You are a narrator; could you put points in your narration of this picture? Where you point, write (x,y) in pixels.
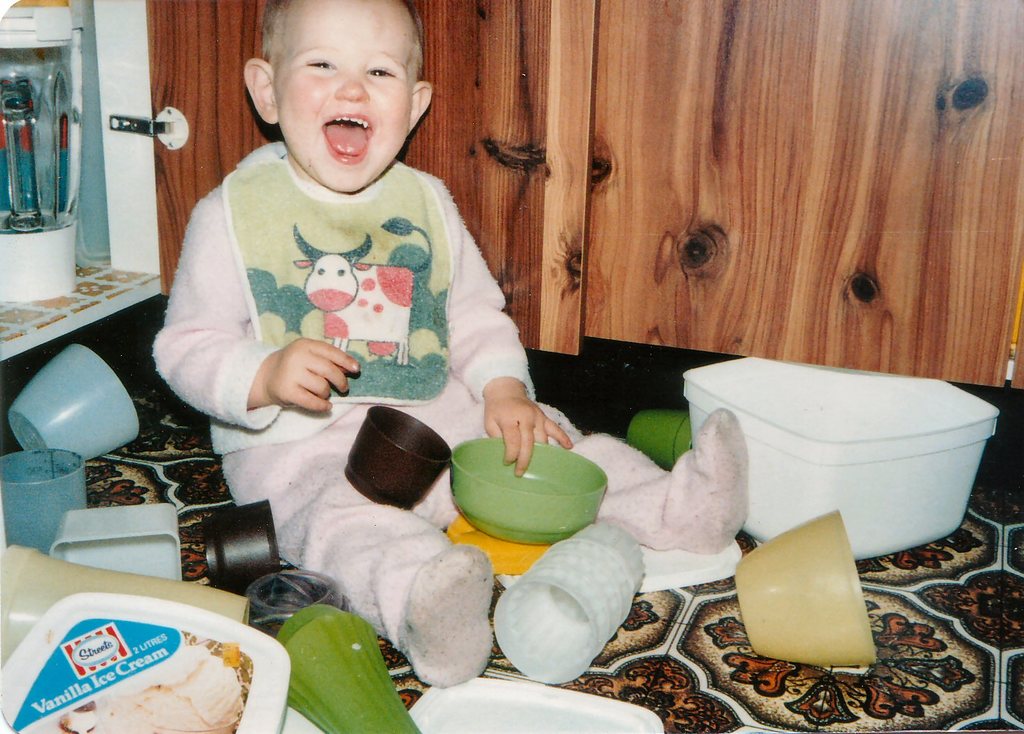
In this picture there is a boy (413,525) who is sitting on the carpet (671,681). On the bottom (592,606) we can see glass (580,623), bowls (526,506), cups (330,646), plastic plate (525,716) and other objects (586,719). On the right (804,73) we can see wooden wall (698,134). On the top left (17,243) we can see grinder (10,146).
